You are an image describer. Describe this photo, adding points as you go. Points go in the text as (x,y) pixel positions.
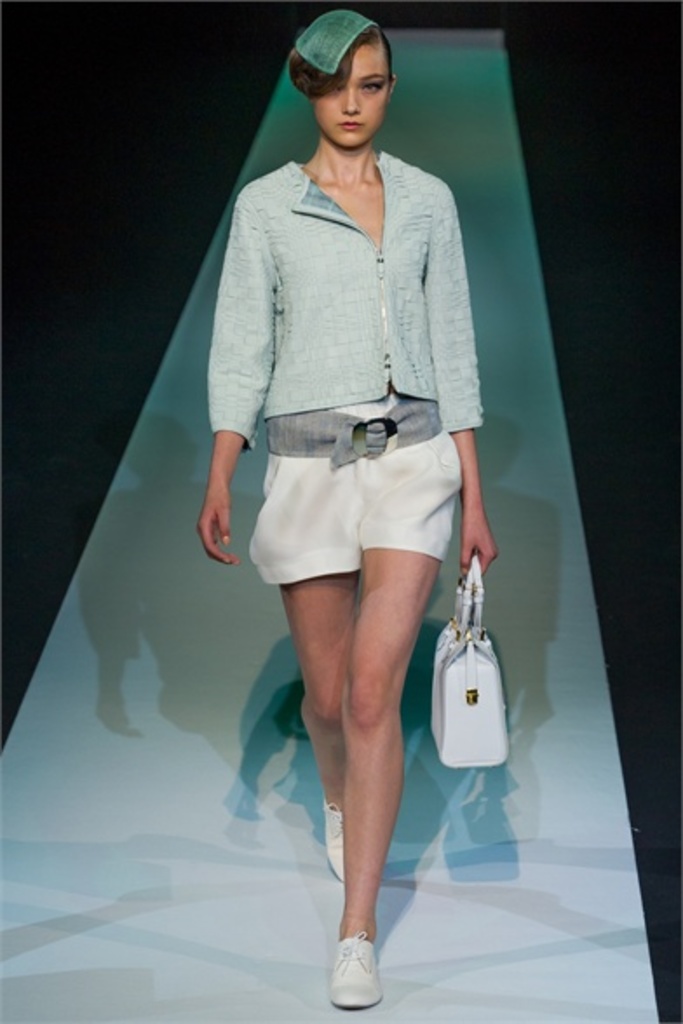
In this picture we can see a woman (478,478) who is walking on the floor (226,837). She is holding a bag (481,715) with her hand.
